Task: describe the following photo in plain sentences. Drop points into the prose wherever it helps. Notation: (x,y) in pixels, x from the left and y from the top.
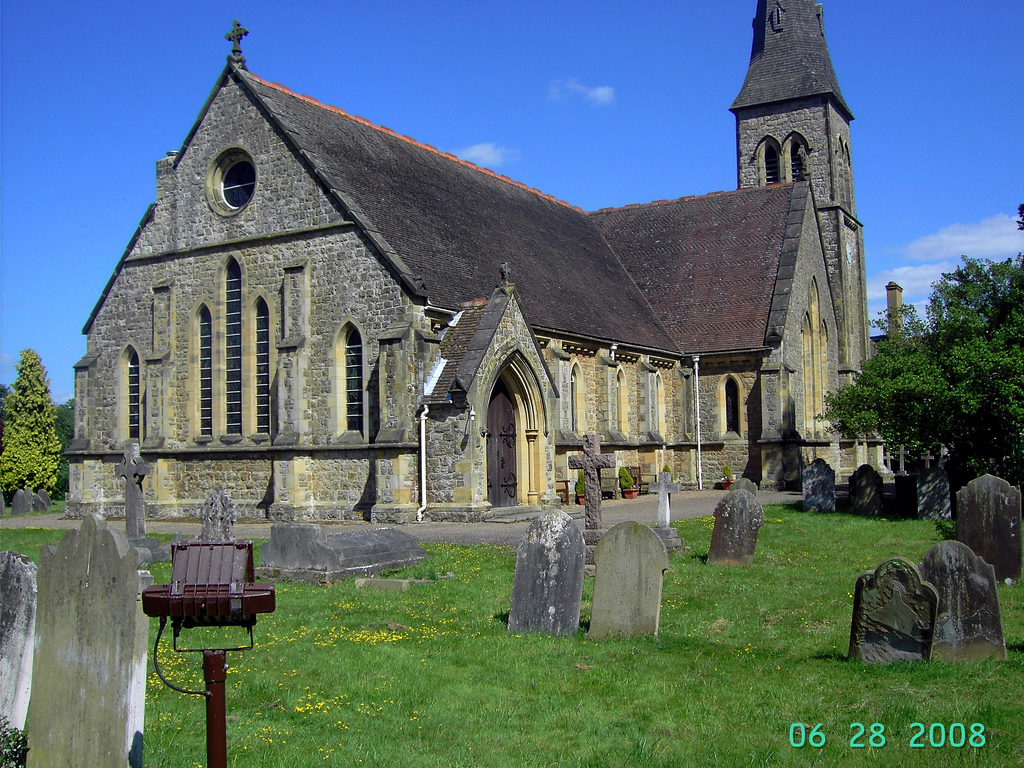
In the image we can see there is a graveyard (396,626) and the ground (451,637) is covered with grass (690,581). Behind there are trees (992,289) and there is a clear sky (67,345) on the top (477,78).
